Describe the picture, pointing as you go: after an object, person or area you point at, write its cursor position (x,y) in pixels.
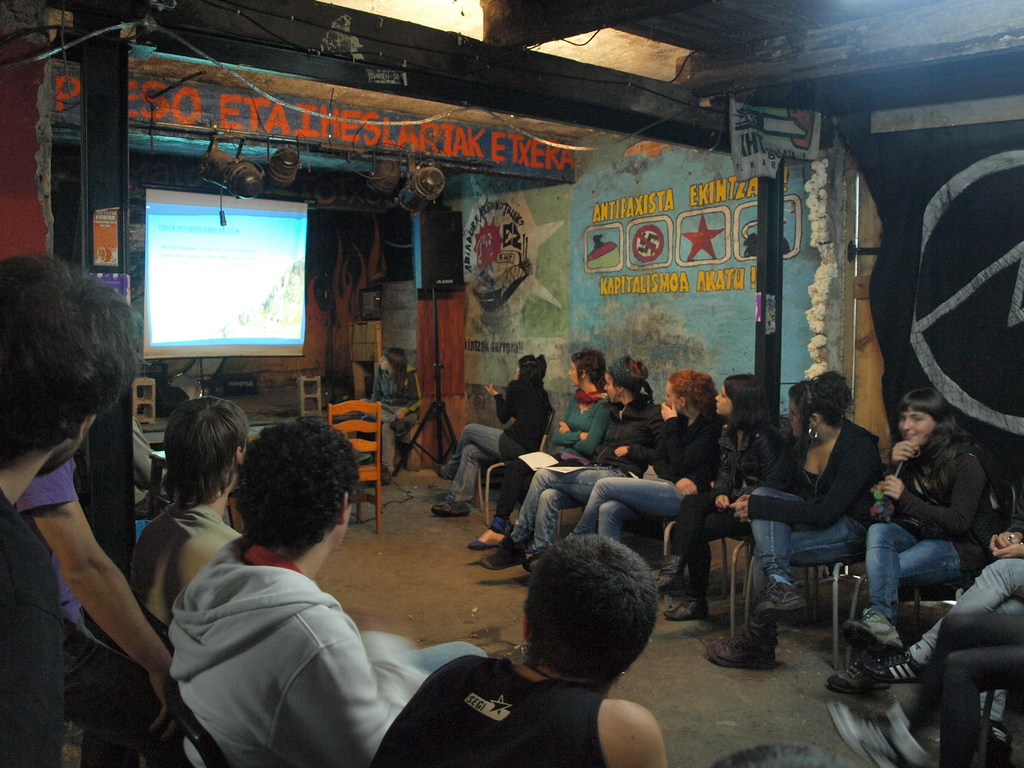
Here we can see a group of people (506,470) sitting on chairs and opposite to them there is a projector screen (301,293) they are watching something on it and beside that there is speaker (459,264) present.
